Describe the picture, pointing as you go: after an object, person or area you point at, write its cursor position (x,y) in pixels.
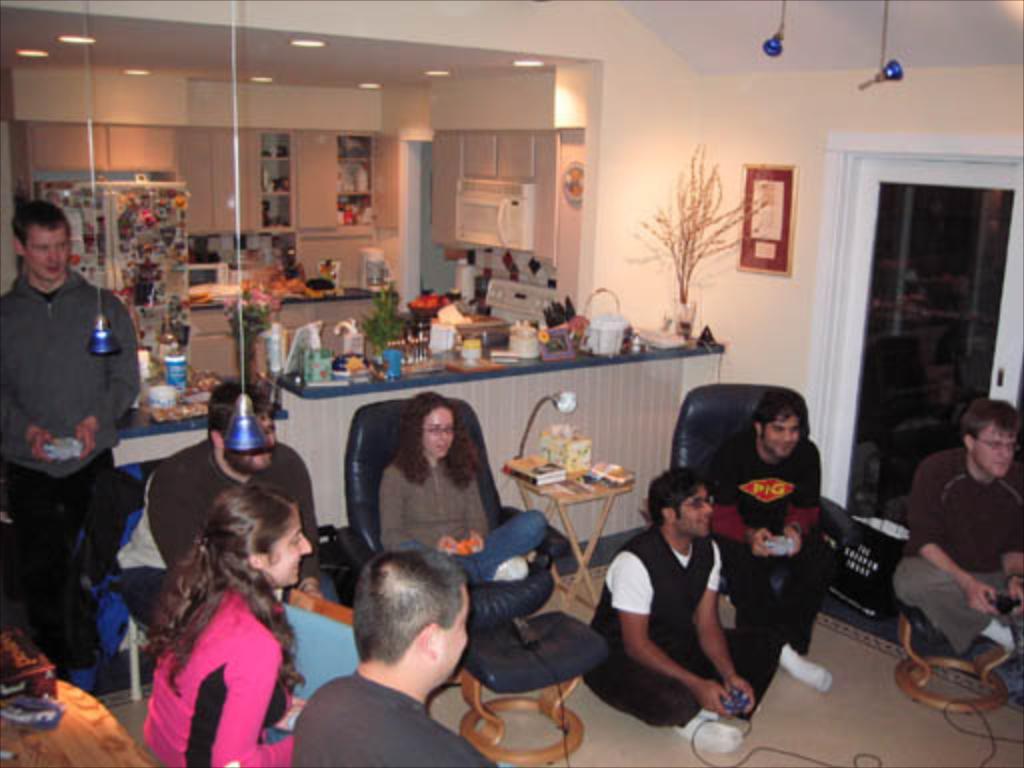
In this image we can see people (901,581) sitting. In the background (328,435) we can see many things (146,330).
